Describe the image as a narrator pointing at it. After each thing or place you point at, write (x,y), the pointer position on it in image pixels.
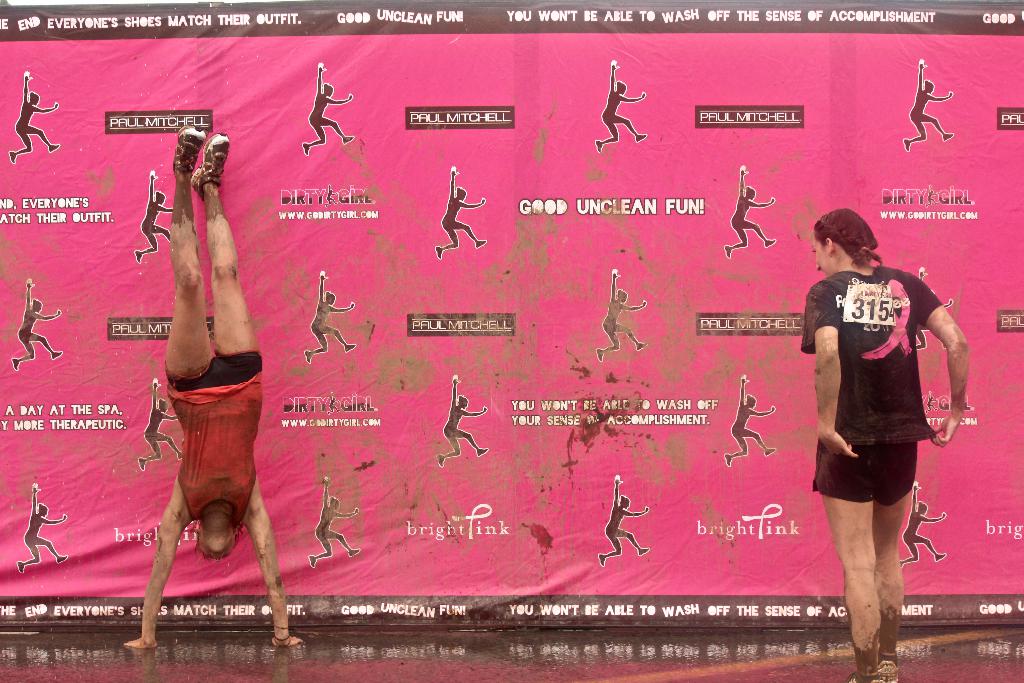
In this image there is a person (200,450) upside down. Right side (875,612) there is a woman (912,339) standing on the floor (822,644). Background (543,319) there is a banner (804,206) having images (352,550) of people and some text (474,318).
